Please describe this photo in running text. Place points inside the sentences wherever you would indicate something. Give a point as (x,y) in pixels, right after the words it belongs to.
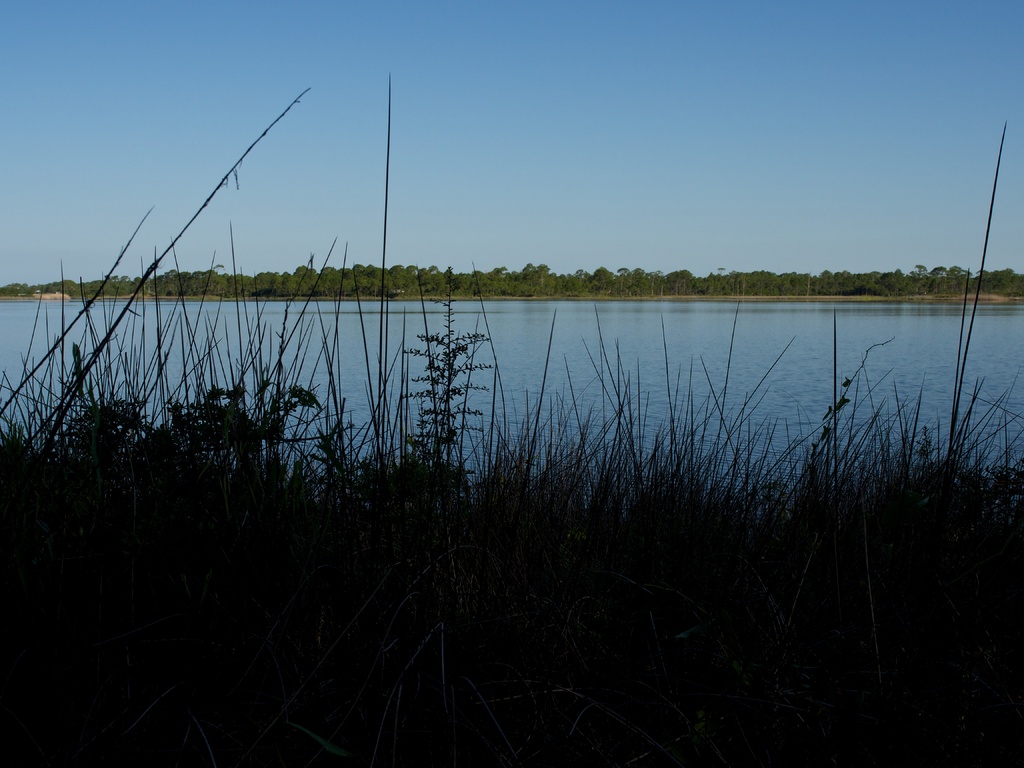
In this image we can see grass (584,499) in front of us and water (563,315) over here. In the background (92,290) we can see a lot of trees (1016,277) and the sky (198,156) seems to be pretty clear.
